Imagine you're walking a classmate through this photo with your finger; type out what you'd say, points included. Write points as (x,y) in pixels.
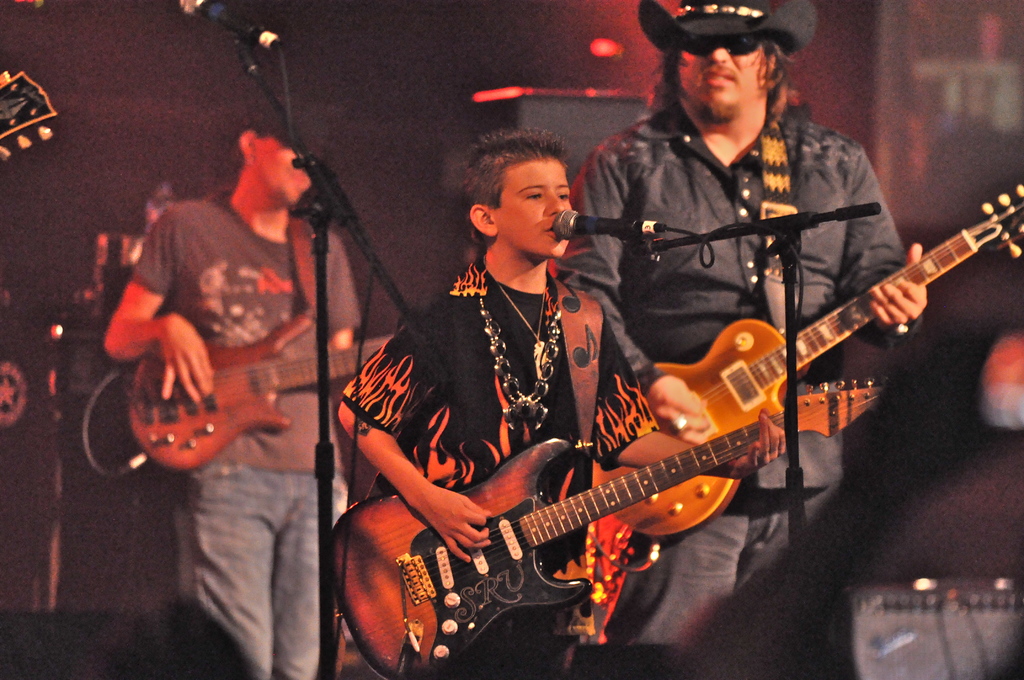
This image is taken in a concert. In this image there are three people (741,177) standing and holding a guitar (356,343) in their hands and singing with mics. At the background (83,579) there is a wall (895,61).
